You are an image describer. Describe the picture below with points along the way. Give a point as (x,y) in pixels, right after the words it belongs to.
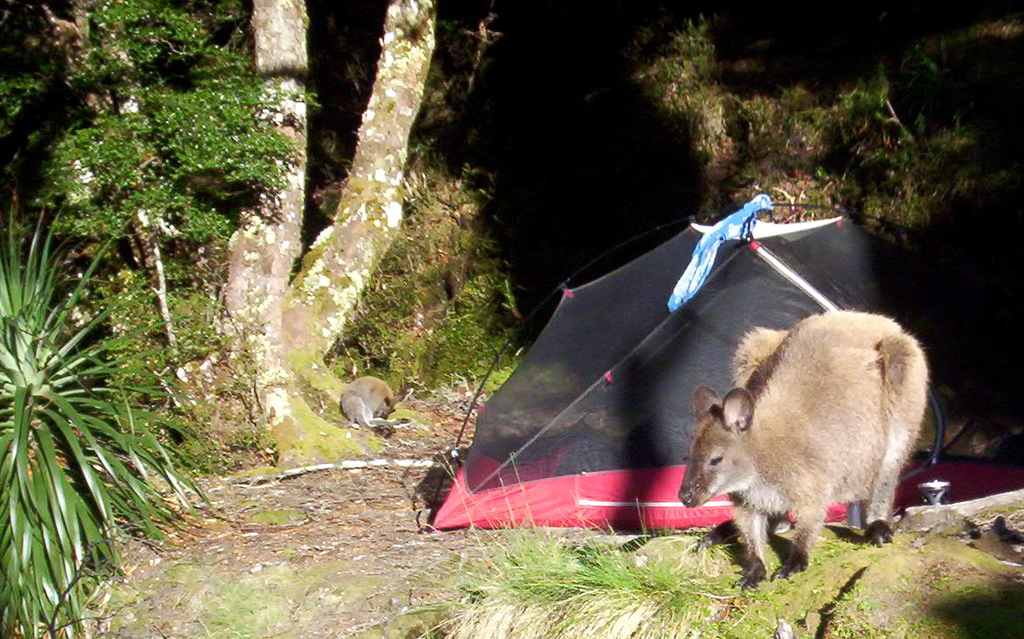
This picture shows a wallaby (749,396) and we see trees (1,121) and a tent (734,303) on the ground (431,553).
